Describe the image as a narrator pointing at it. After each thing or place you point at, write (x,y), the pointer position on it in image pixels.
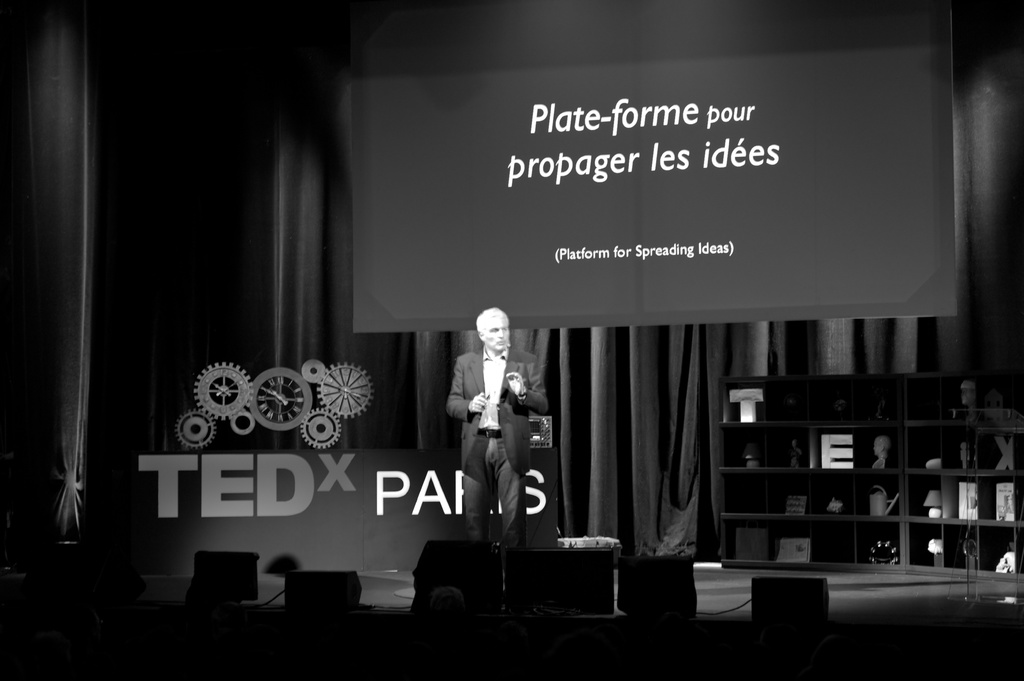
As we can see in the image there is a banner (404,512), rack (850,467), curtains (665,407), screen (442,226), a person (514,381) wearing black color jacket (500,400) and the image is little dark.
